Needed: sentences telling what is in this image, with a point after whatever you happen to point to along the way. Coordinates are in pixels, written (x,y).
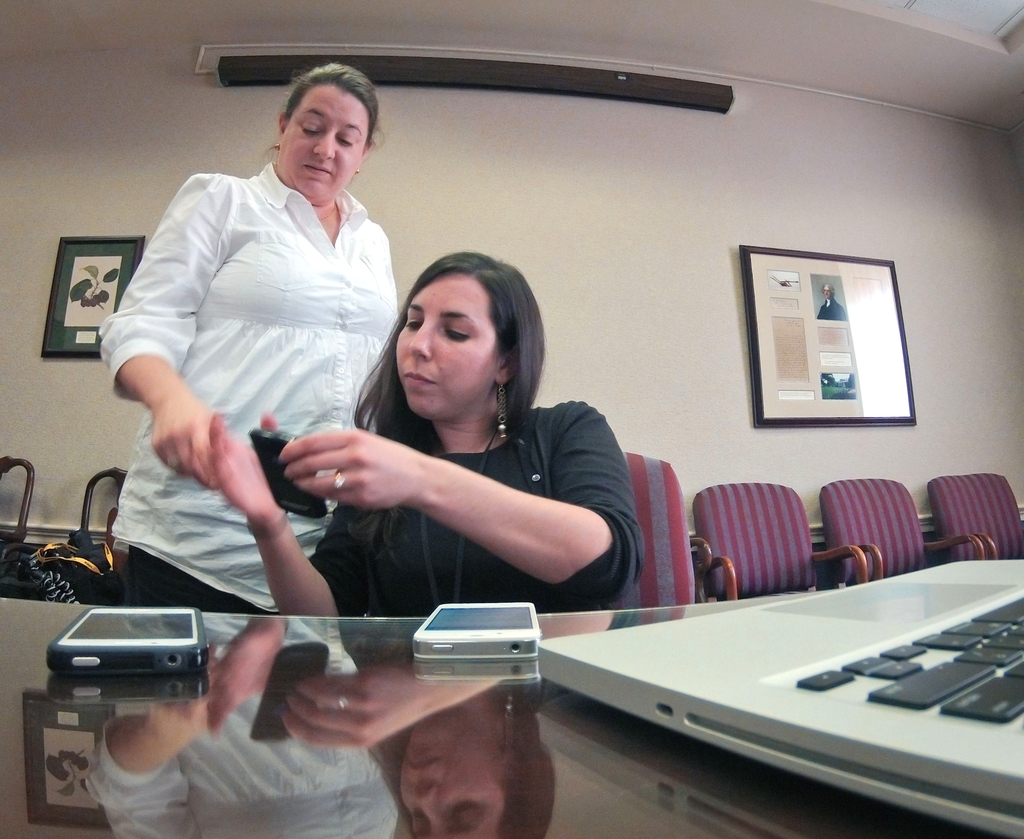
There are two women (454,512) at table (408,634). One is standing wears a white shirt (241,576) and other wears a black (430,539) sitting beside her. The standing one gives a mobile (280,472) to the other. There are two more mobiles (442,637) along with a laptop (844,706) on the table (436,674). There are some chairs (1017,530) in their background (26,512). There are two photo frames (99,286) on to the wall (505,142).
